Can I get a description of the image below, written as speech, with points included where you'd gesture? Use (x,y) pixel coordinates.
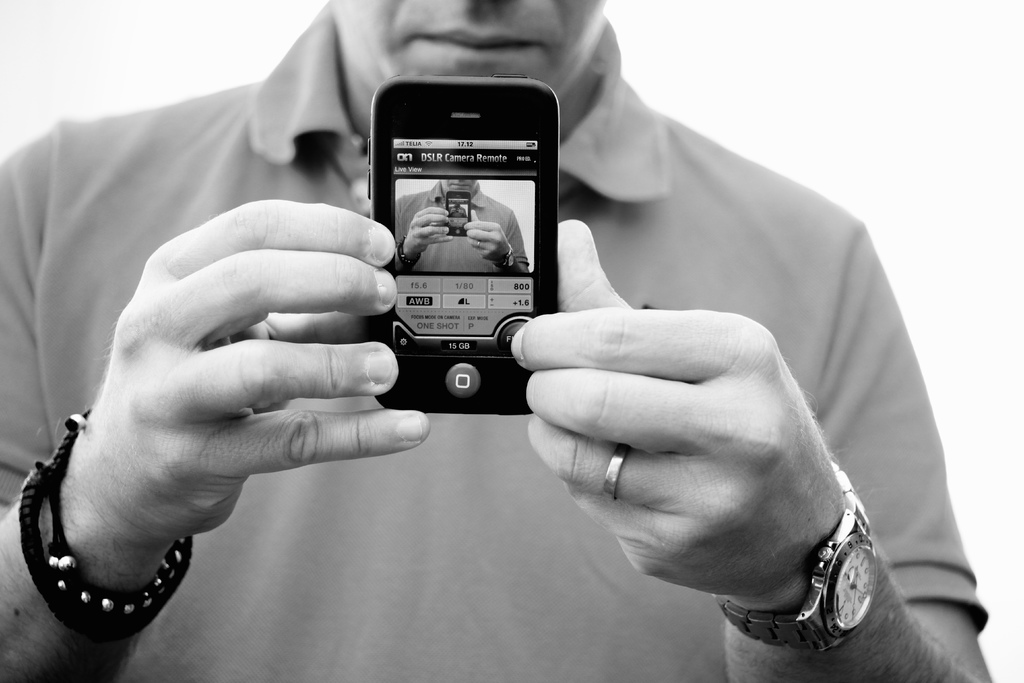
There is a person (225,526) holding a mobile (371,170). In the background (924,194) it is white.
